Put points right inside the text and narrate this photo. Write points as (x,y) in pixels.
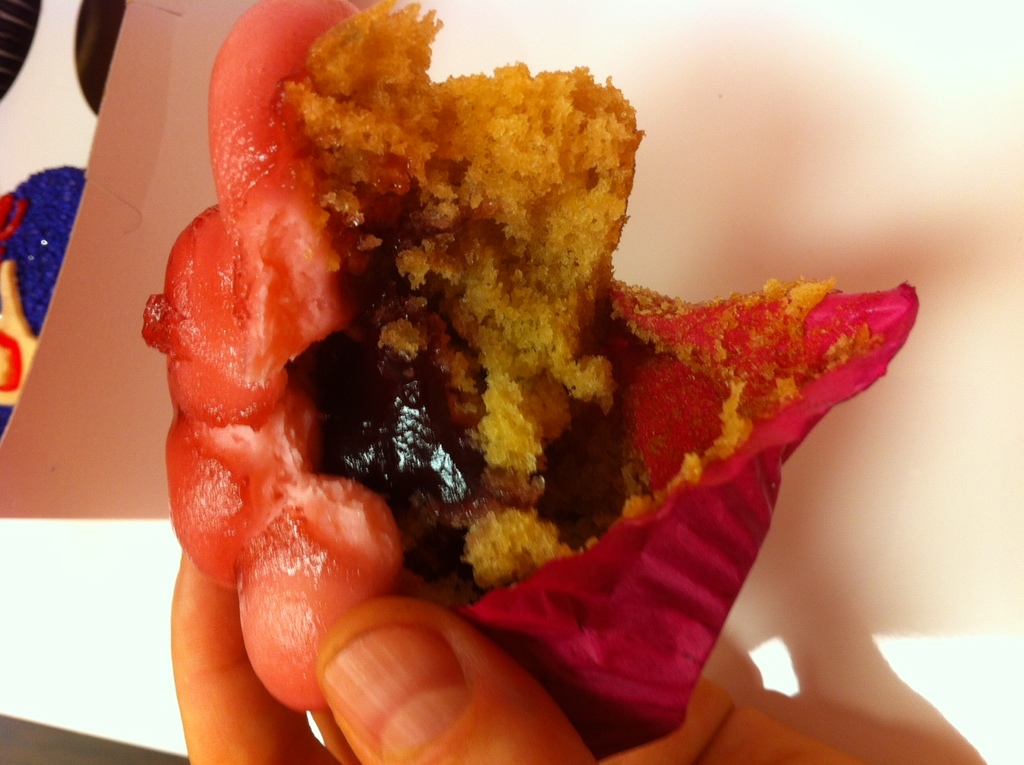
In the foreground of this image (635,537), there is a person's hand (461,699) holding a cup cake piece (428,365). In the background (155,75), there is a cardboard box (132,281).
